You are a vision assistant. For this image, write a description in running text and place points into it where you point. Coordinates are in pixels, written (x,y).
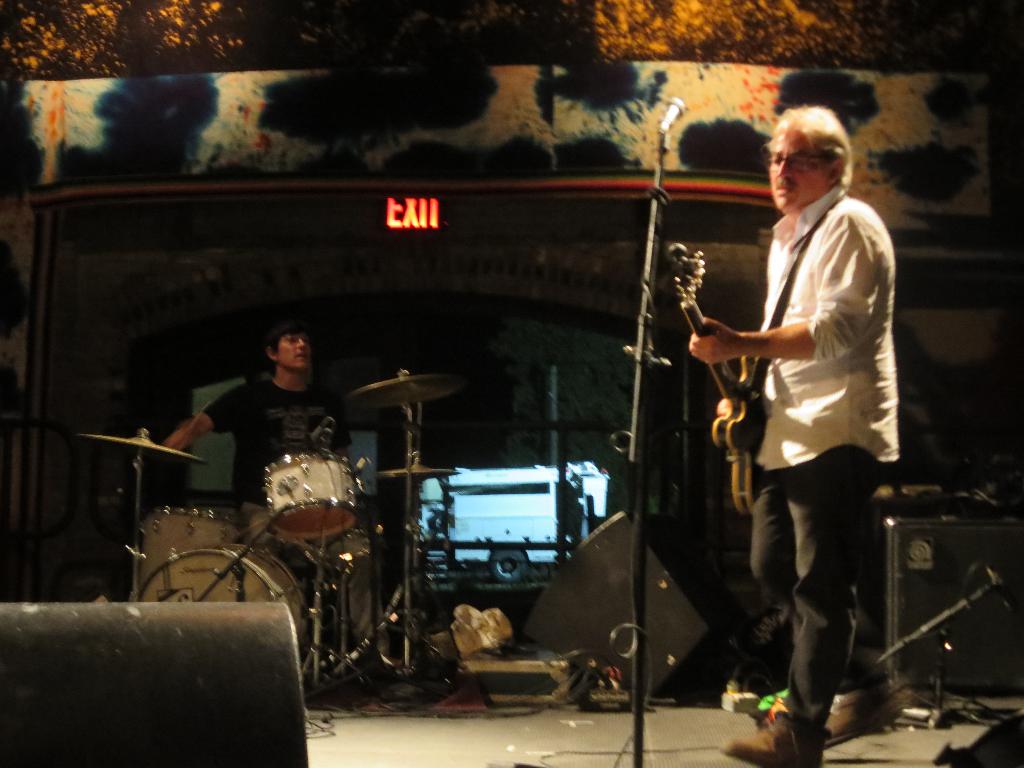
In the picture a man (774,267) is standing in front of a mic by holding a guitar (752,397) and beside him there is some other person (179,441) playing instruments (292,526).
